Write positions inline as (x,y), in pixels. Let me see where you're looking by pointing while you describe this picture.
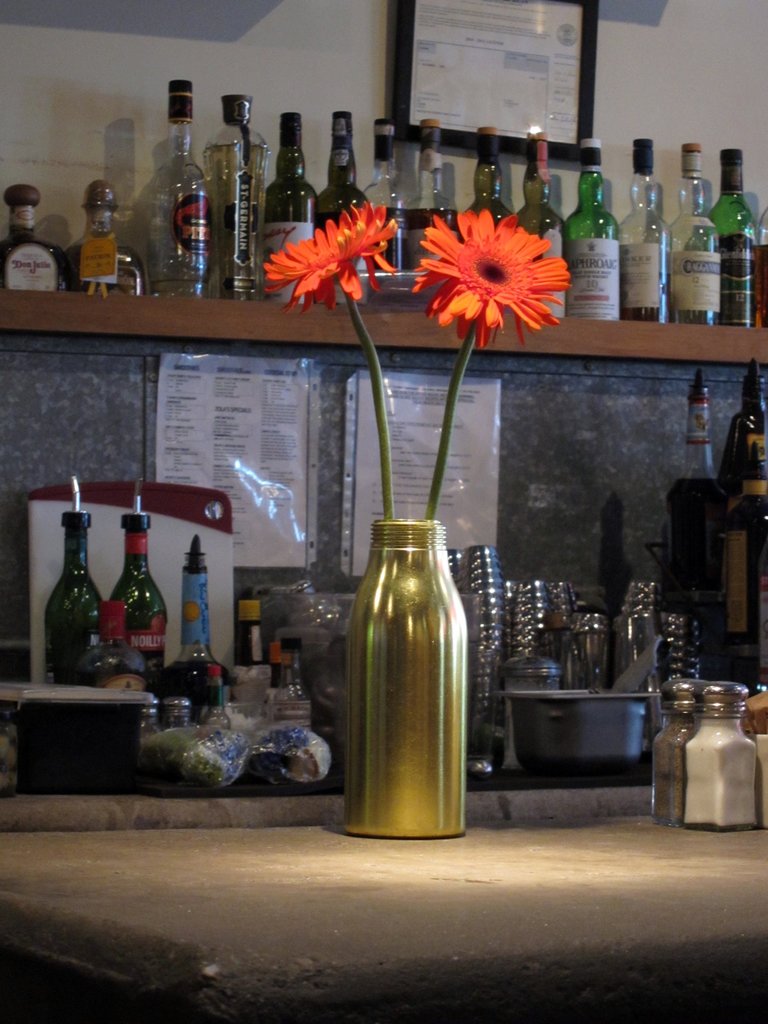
In this image i can see a table (260,926) on the table (371,885) i can see a flower pot (418,666). i can see a flower (461,272) on the flower pot (404,580) and i can see bottles (546,223) kept on the upper table (648,334). in the background (654,84) there is a wall (652,86). in the wall (637,83) there is a frame (515,84). And i can see glasses (509,603) kept on the right side (536,618). i can see a glass bottles (725,785) kept on the right side (725,777).
